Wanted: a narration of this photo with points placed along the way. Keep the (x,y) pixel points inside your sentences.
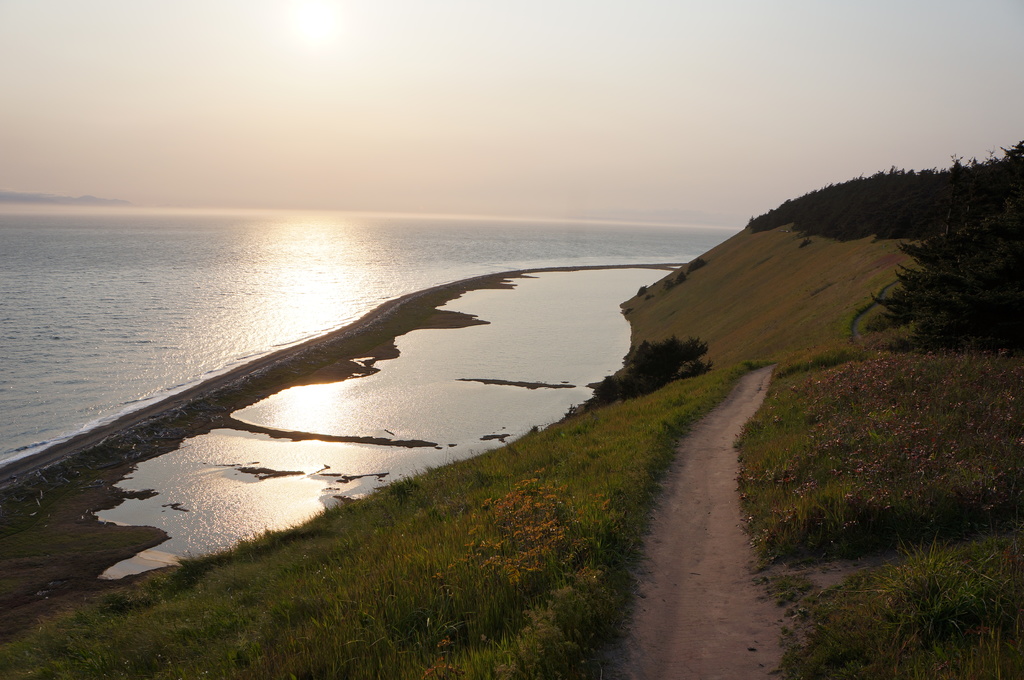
In the foreground of the image (612,522) we can see the grass (148,609) and mud road (718,497) and some water body (132,504). In the middle of the image (348,452) we can see the water body (339,312) and grass (827,269). On the top of the image (709,157) we can see the sky (371,71) and the sun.
